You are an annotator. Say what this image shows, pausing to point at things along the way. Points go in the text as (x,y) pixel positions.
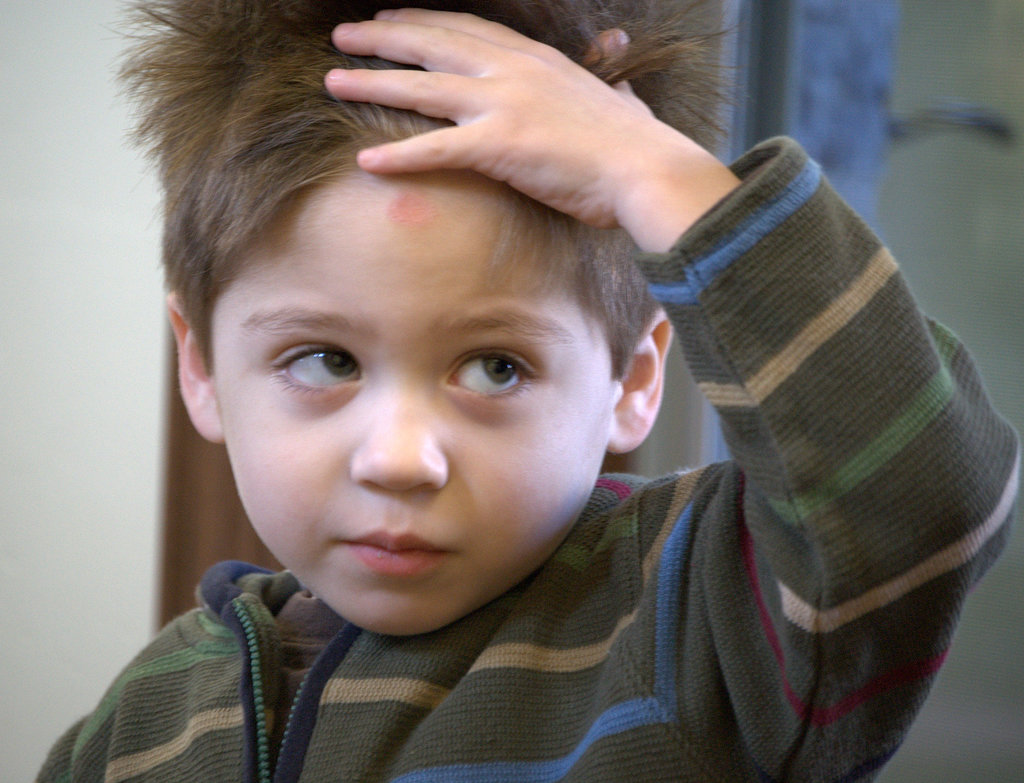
Here I can see a boy (548,663) wearing a sweater (602,671) and looking at the right side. In the background (94,436) there is a wall (63,225).
